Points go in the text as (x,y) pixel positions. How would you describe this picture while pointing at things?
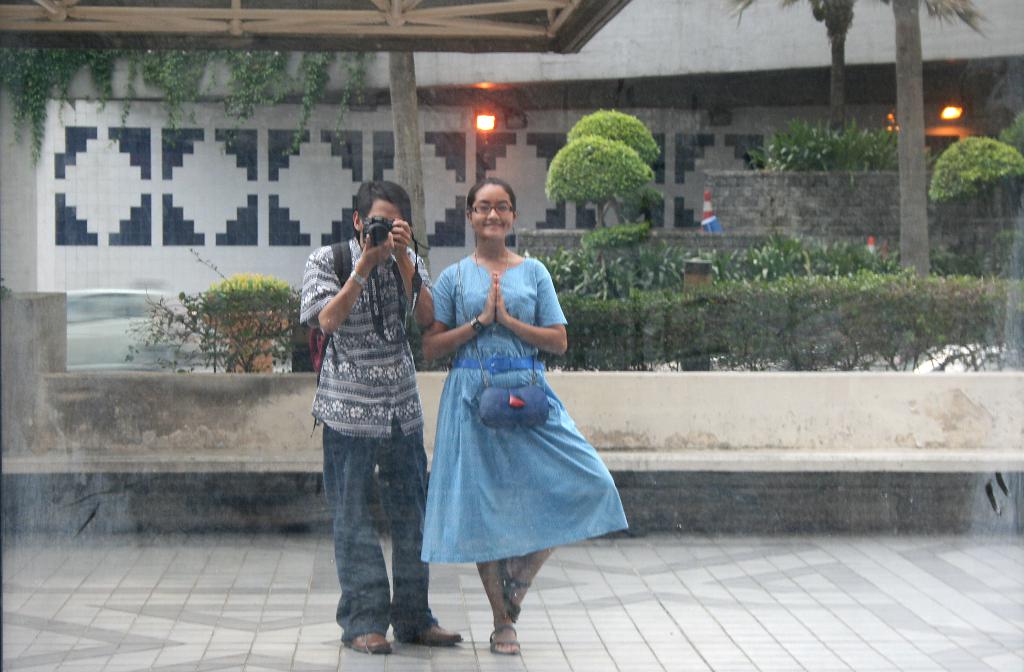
Here we can see a man (383,265) and a woman (495,519). He is holding a camera (372,237) with his hands (392,243). In the background (84,275) we can see plants (700,338), lights (492,116), wall (662,163), and trees (914,254).
